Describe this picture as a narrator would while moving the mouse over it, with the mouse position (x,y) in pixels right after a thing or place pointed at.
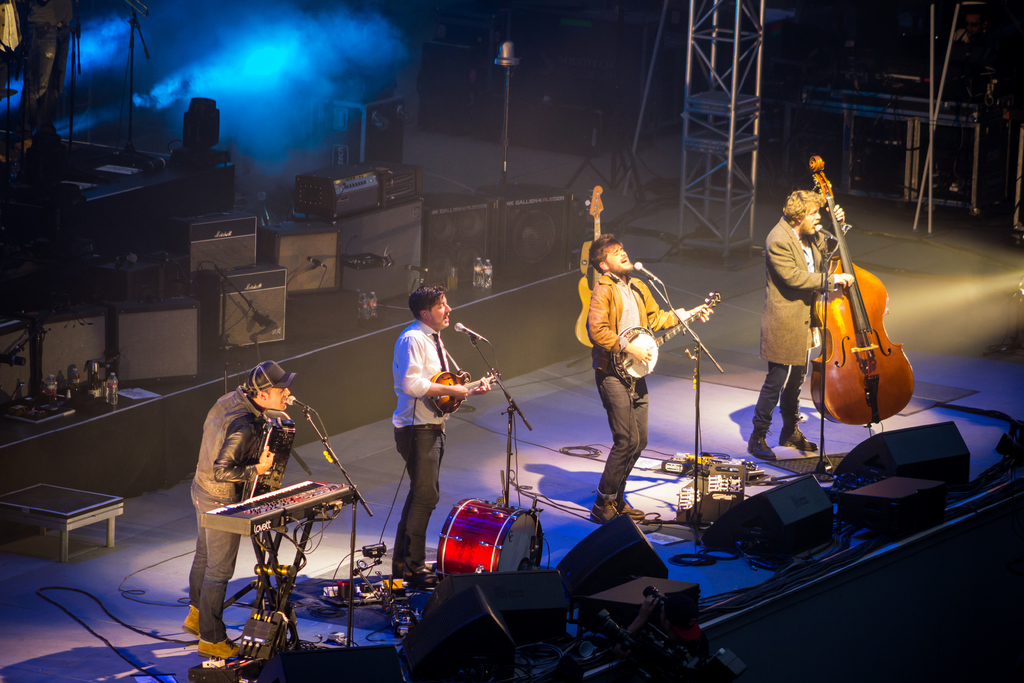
This is a picture of a live concert. In the picture there is a stage (540,411). On the left (246,457) there is a person (259,462) standing playing keyboard (259,509) and other musical instrument (280,451) and singing into microphone (305,408). In the center (438,419) a person (433,443) is standing and playing a musical instrument (469,384) and singing. In the center (622,349) there is another person (624,438) standing and playing a musical instrument (644,361) and singing into microphone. On the right (780,286) there is a person (788,334) standing and playing a musical instrument (853,316) and singing. On the background (411,215) there are many boxes (411,215). In the background (324,71) there is smoke (256,74) and light (262,60). In the foreground of the image (862,469) there are lights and speakers (553,602). On the top right (942,113) there is a table (927,113) and some instruments (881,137).
